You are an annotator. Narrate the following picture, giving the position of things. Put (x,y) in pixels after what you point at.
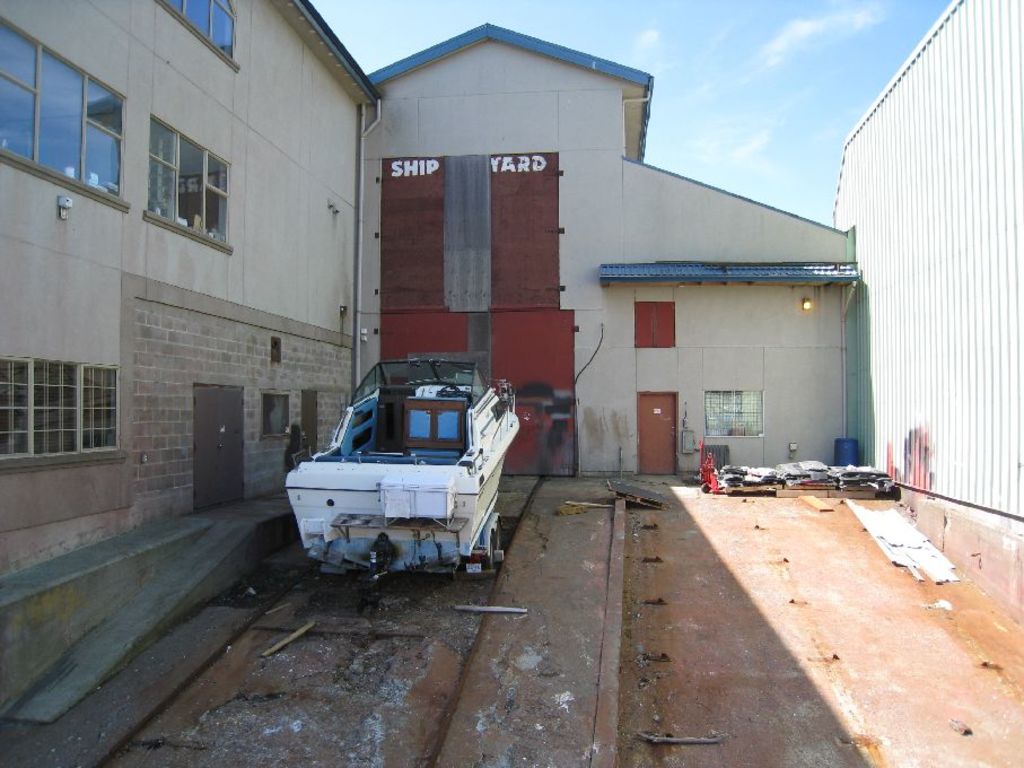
In this image we can see a building (715,415) with windows (102,136) and doors (512,217) and there are some objects (797,481) on the floor (932,760) and there is some text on the building (735,269). We can see an object (416,385) which looks like a vehicle (485,461) in front of the building (300,375) and at the top (870,31) we can see the sky (883,39).
